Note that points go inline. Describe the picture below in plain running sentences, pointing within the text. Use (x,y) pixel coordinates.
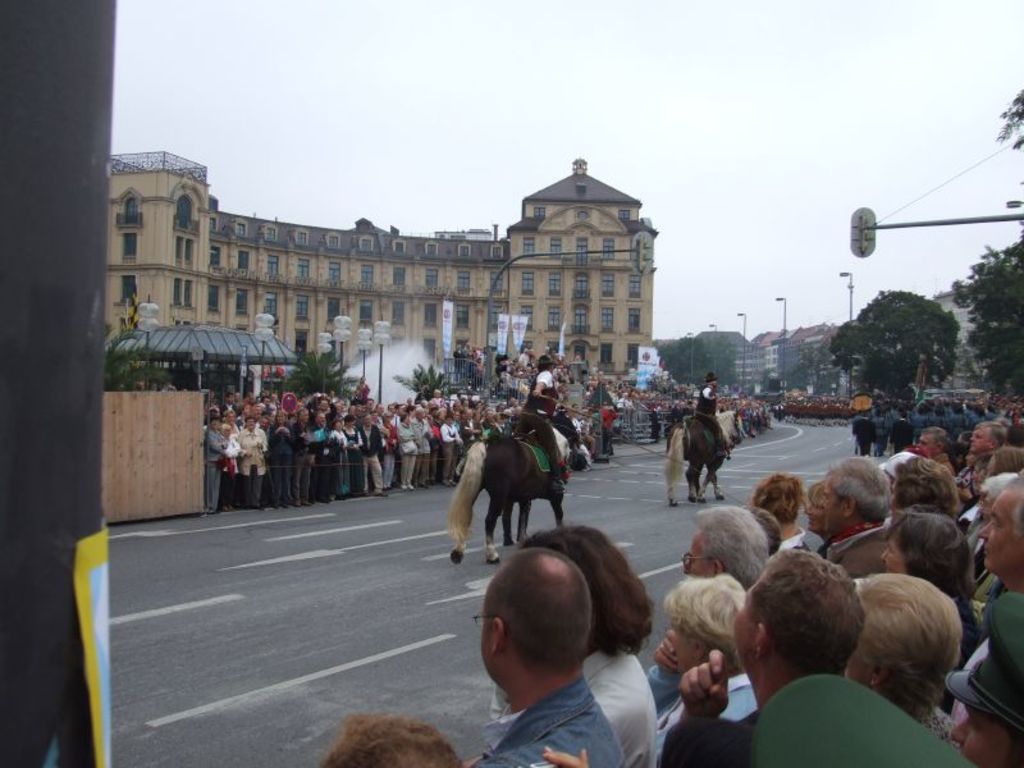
In this image I can see group of people (834,497) standing. I can see two people (712,395) are sitting on the horse (530,469). They are in brown and white color. I can see buildings (531,329), windows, light-poles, traffic-signals (869,238) and trees (908,296). The sky (537,125) is in white color.
